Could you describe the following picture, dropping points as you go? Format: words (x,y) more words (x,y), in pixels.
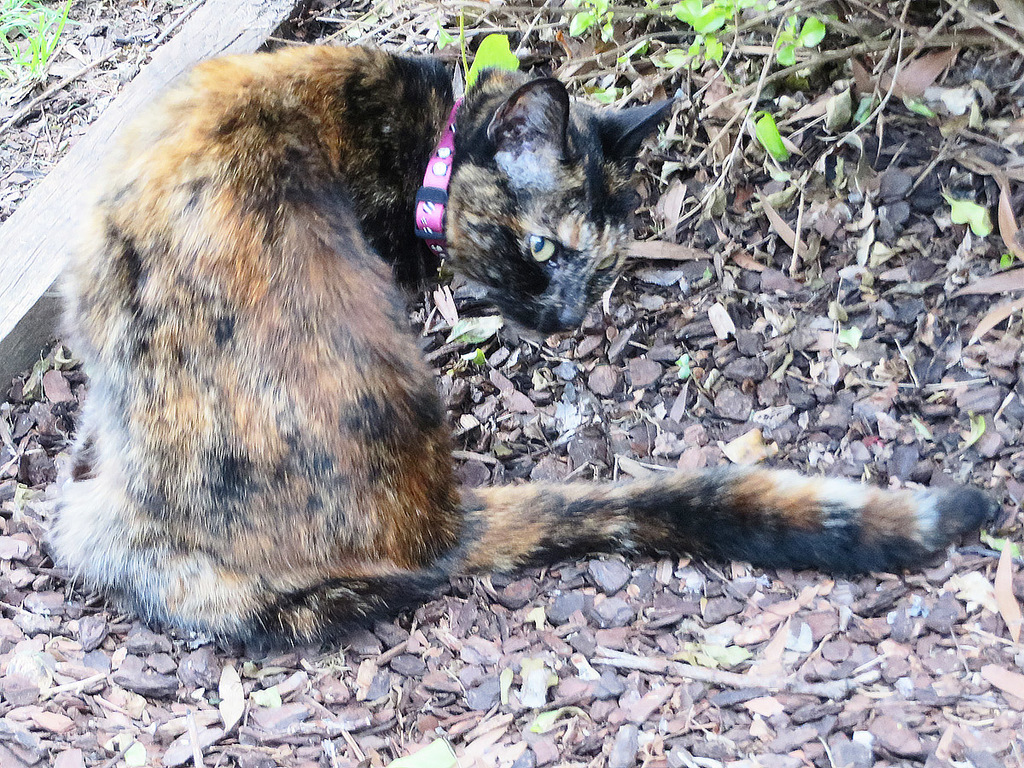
In this image we can see a cat (96,427). In the background of the image (990,17) there are plants (598,3), twigs (841,60), stones (578,379), grass (19,17) and other objects (51,209).
